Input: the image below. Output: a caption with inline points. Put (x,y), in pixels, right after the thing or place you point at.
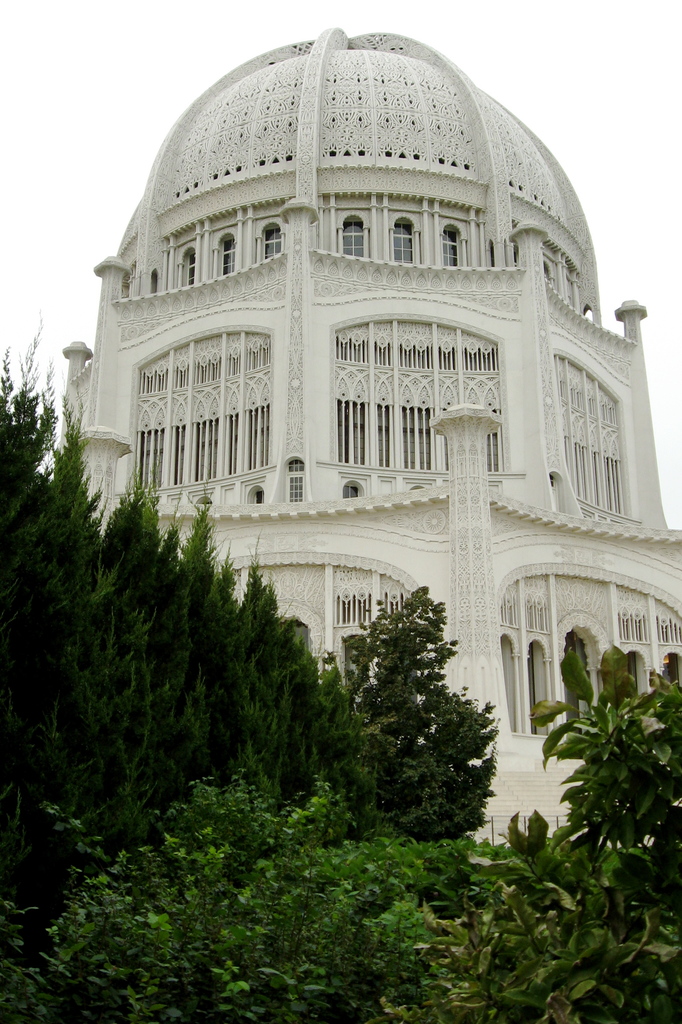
In this image there is the sky (257,12) truncated towards the top of the image (412,40), there is a building (417,233) truncated towards the right of the image (597,434), there are windows (516,261), there are plants (264,848) truncated towards the bottom of the image (267,933), there are plants (630,854) truncated towards the right of the image (634,731), there are plants (61,646) truncated towards the left of the image (117,705).
